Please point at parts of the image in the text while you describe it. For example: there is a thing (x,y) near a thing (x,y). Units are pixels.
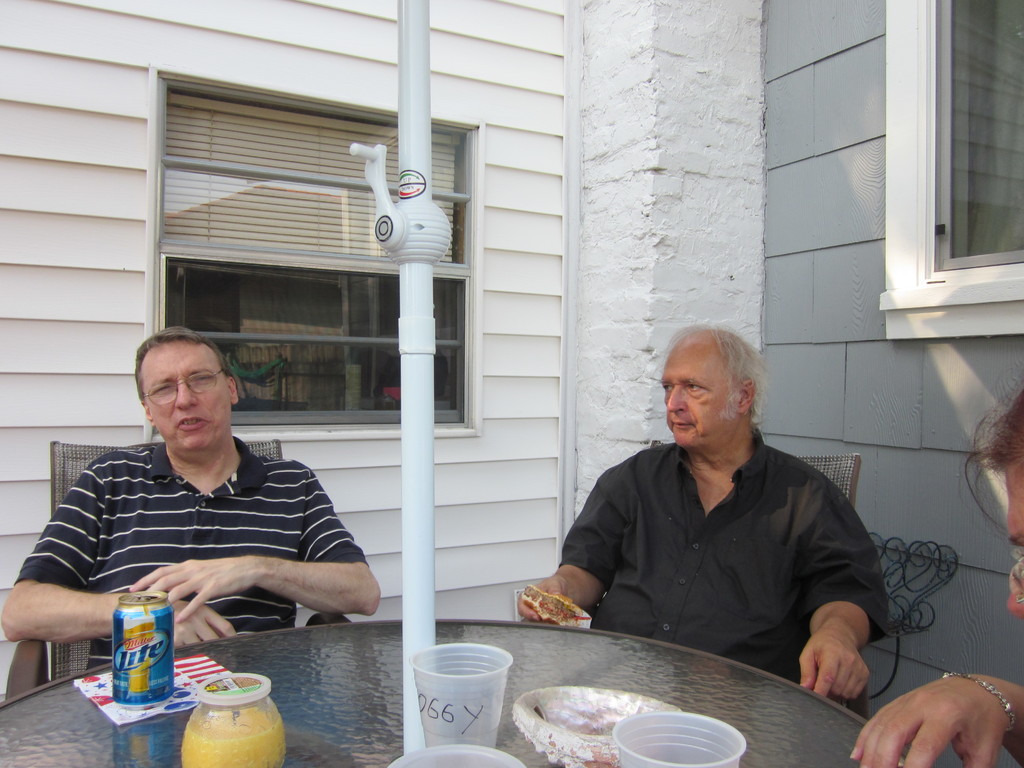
In this image there were three people (162,557) sitting on a chairs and having their food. At the bottom of the image (591,638) there is a table (472,641) on which there are a tin (147,657) with beer (144,655) in it, a jar (221,689) and a glass (453,685). At the background (510,285) there is a wall (495,244) with window (251,254) and window blind (262,181).
